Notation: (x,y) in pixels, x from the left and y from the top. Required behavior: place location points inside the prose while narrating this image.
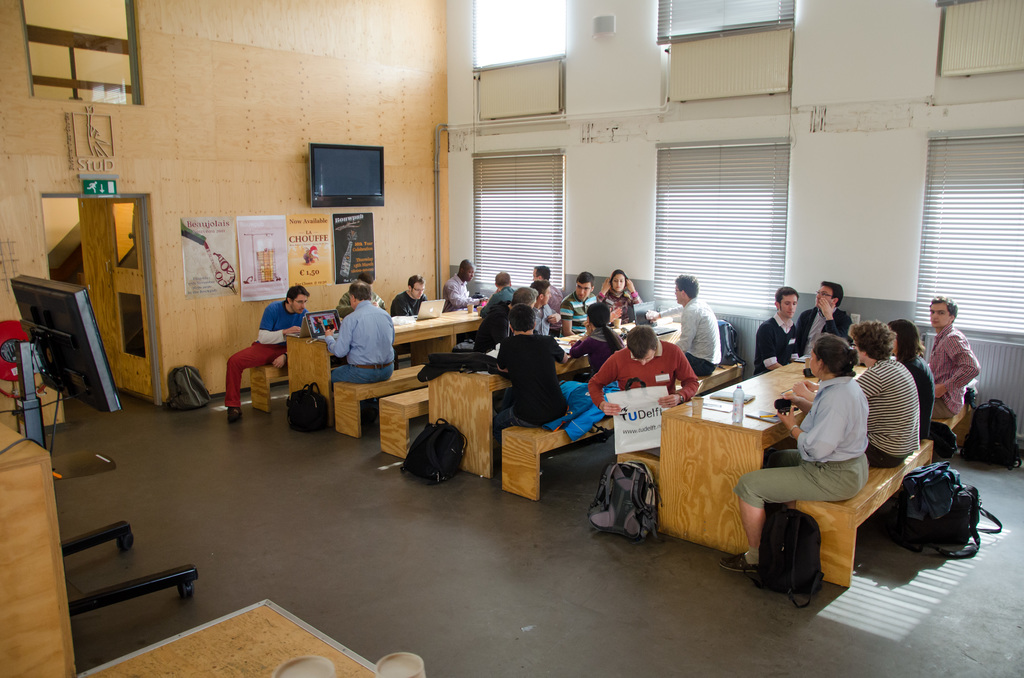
This is a picture taken in a room (1013,505), there are a group of people (633,337) sitting on a bench (856,494) in front of the people (370,326) there is a table (490,386) on the table (460,399) there are bottle (735,413), glass (696,402), bag (459,364) and laptop (330,323). Background of this people (541,346) is a wall (586,222), windows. On the wall (417,136) there is a television (326,181) and banners (271,275) and also a sign board (109,189).
